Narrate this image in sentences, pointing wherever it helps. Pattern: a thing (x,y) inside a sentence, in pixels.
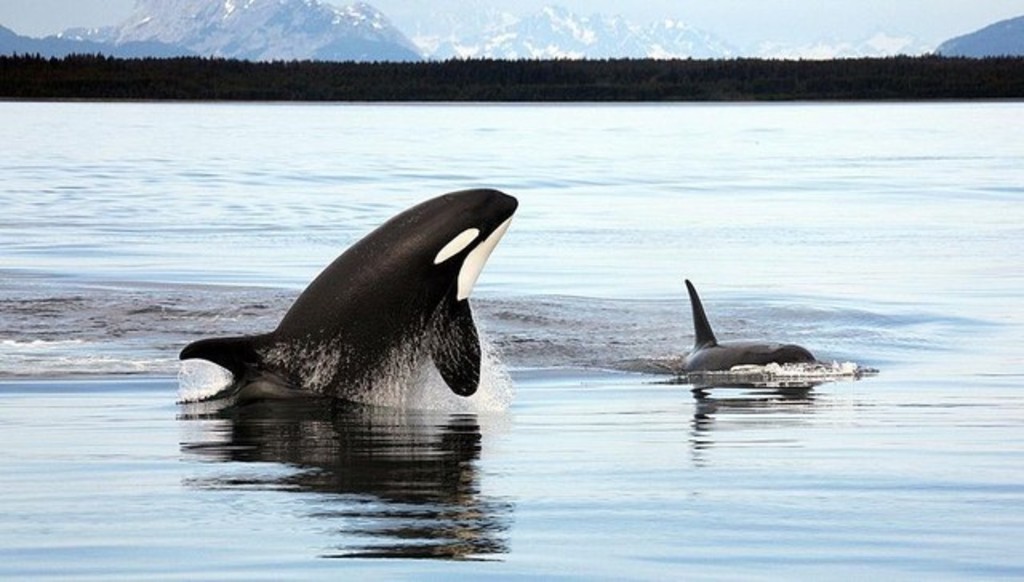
This picture shows couple of dolphins (459,237) in the water (201,373) and we see trees (556,88) and mountains (493,27).
